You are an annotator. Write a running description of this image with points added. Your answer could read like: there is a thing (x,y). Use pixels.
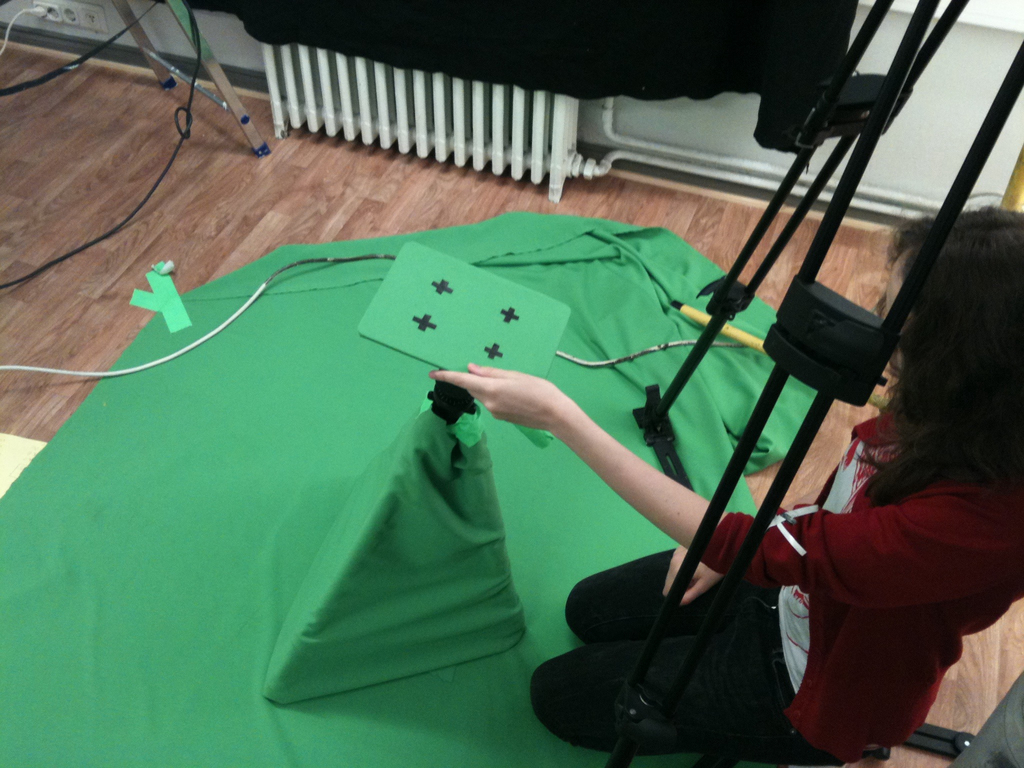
On the right side of the image (886,507) there is a person (799,612) sitting on the floor (21,318) and holding an object (408,298) in the hand (537,402). In front of the person (966,432) on the floor (203,115) there is a cloth (546,256). And also there is an object (411,529) on the cloth (659,544). There are black color stands (708,335) on the right side of the image (828,127). At the top of the image (558,75) there is a wall (178,50) with cloth (363,25), pipes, switch board (73,17) with a wire (2,50) connected to it. And also there are wires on the floor (193,268).
